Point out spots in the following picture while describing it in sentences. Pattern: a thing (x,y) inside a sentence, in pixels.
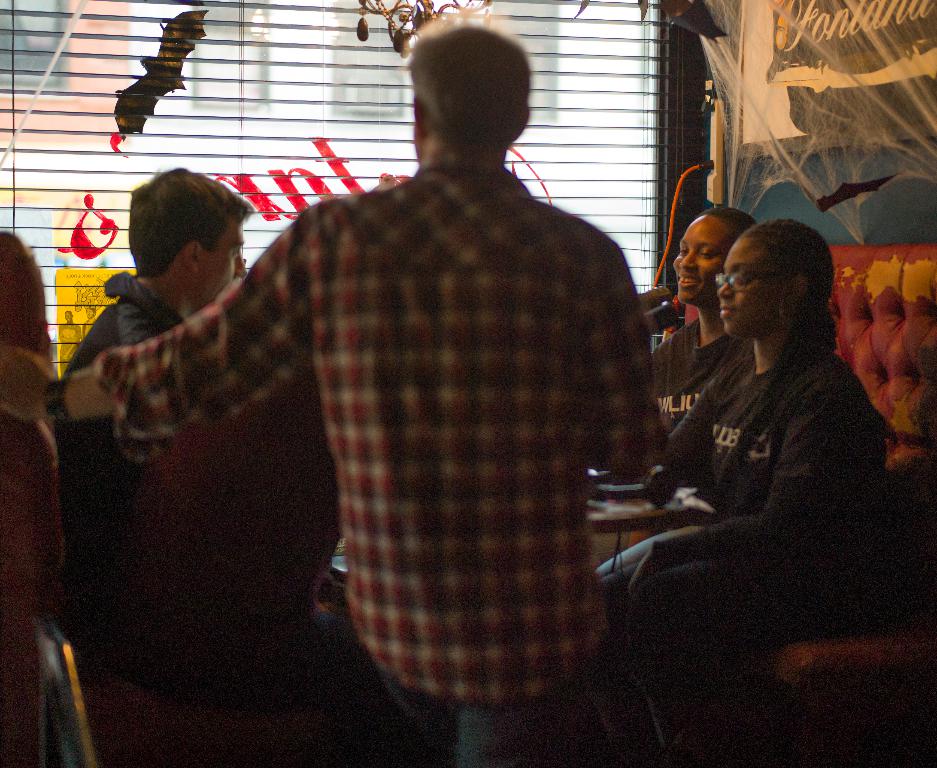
In the picture we can see a man (375,604) standing near the table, and we can see some people (762,569) are sitting on the chairs (41,767) near the table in the opposite direction and in the background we can see a window (216,139) with some things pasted to it.
